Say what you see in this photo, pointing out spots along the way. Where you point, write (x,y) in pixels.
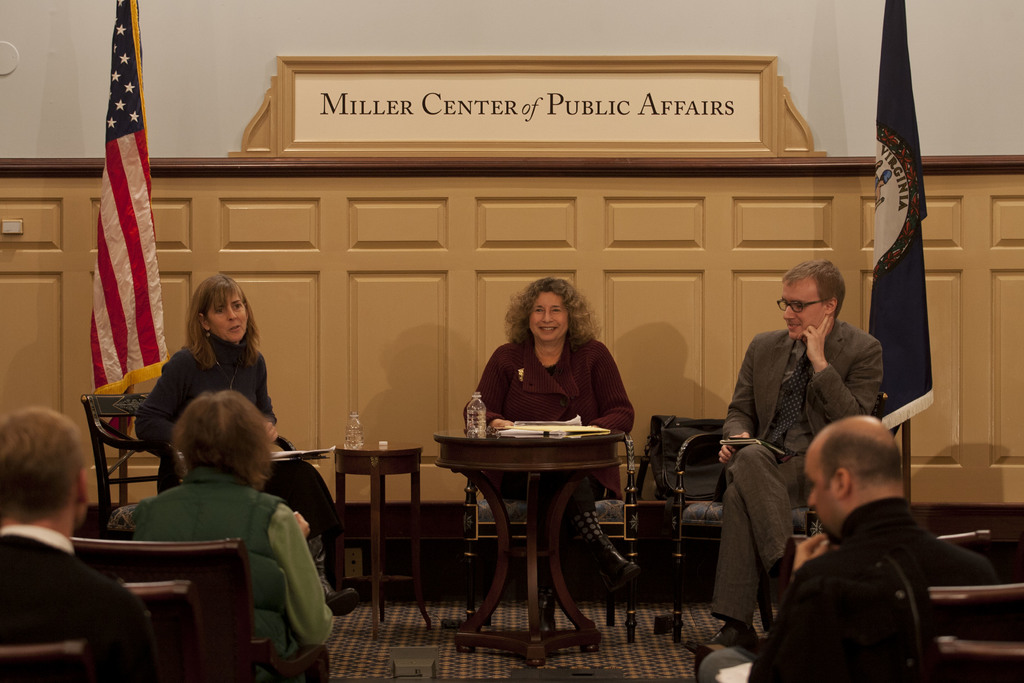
In this image i can see few people (220,483) sitting on benches (242,592) and few people (566,411) sitting on chairs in front of few tables (502,458). On the tables (502,458) i can see water bottles (470,424) and few papers (534,430). In the background (242,242) i can see 2 flags (125,65), the wall (838,75) and the board (554,68) on which there is a writing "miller center of public affairs".
